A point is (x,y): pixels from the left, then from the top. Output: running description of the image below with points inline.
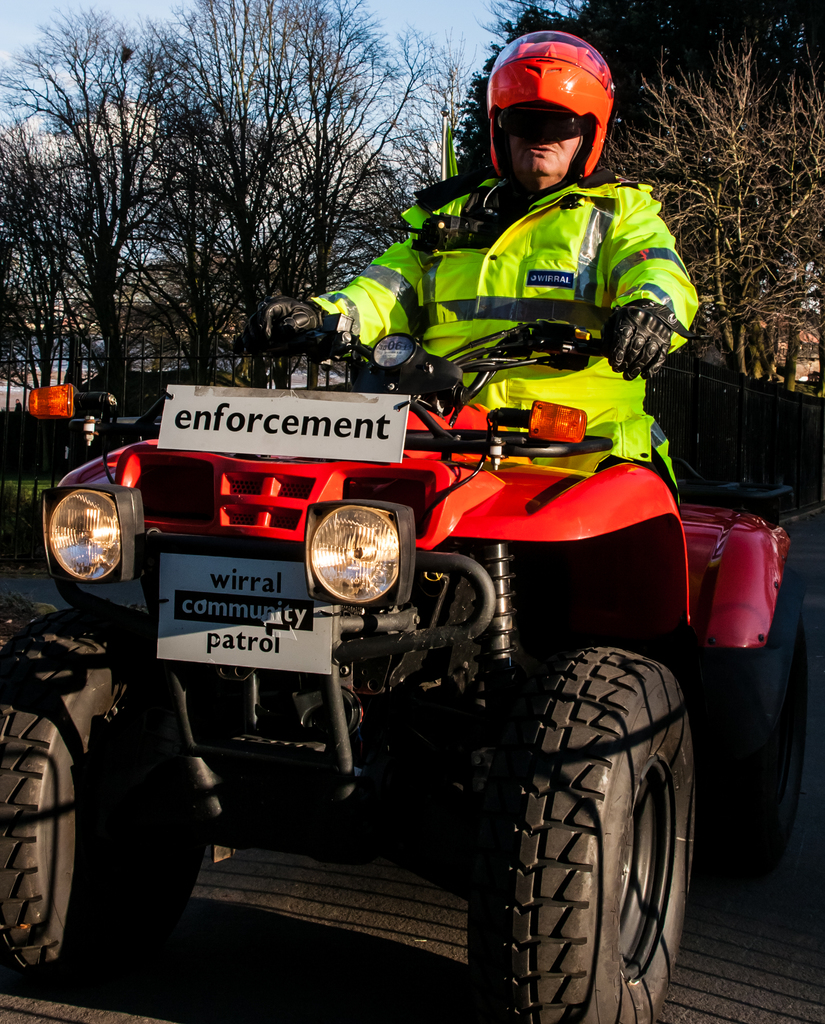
In the middle of this image (528,519), there is a person (585,109) in a light green color jacket (546,216), wearing an orange color helmet (586,51) and riding a vehicle (244,482) on a road (693,913). In the background (734,168), there are trees (745,159) on the ground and there are clouds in the sky (81,23).
